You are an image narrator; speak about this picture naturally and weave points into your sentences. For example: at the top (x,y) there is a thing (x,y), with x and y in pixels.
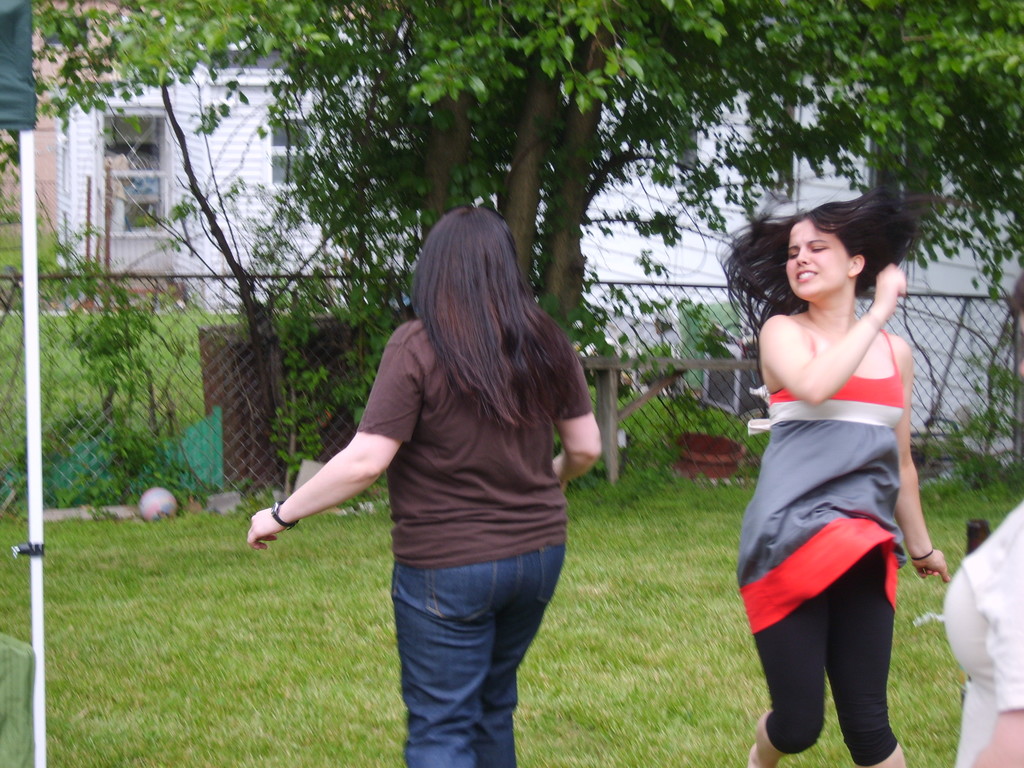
In the center of the image (513,294) there are two ladies (387,470). At the bottom of the image (660,702) there is grass (638,700). In the background of the image (15,302) there is fencing (15,302). There is a tree (408,43). There are buildings (250,101). To the right side of the image (970,570) there is a woman (965,762).
